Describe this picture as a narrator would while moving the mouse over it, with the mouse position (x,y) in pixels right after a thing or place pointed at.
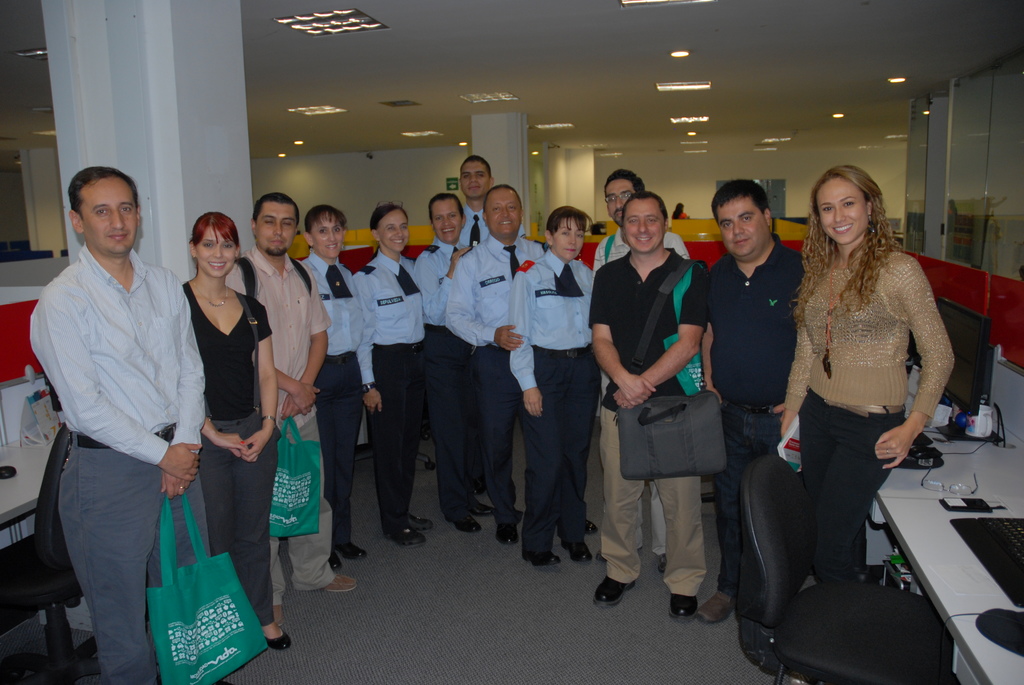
There are many people (493,304) standing. Some are holding bags (283,502). On the right side (946,520) there is a table (939,525). On that there is a computer (971,399), keyboards (994,543) and many other items (916,458). In the back (90,150) there are pillars (558,176). On the ceiling (629,75) there are lights (692,117).
